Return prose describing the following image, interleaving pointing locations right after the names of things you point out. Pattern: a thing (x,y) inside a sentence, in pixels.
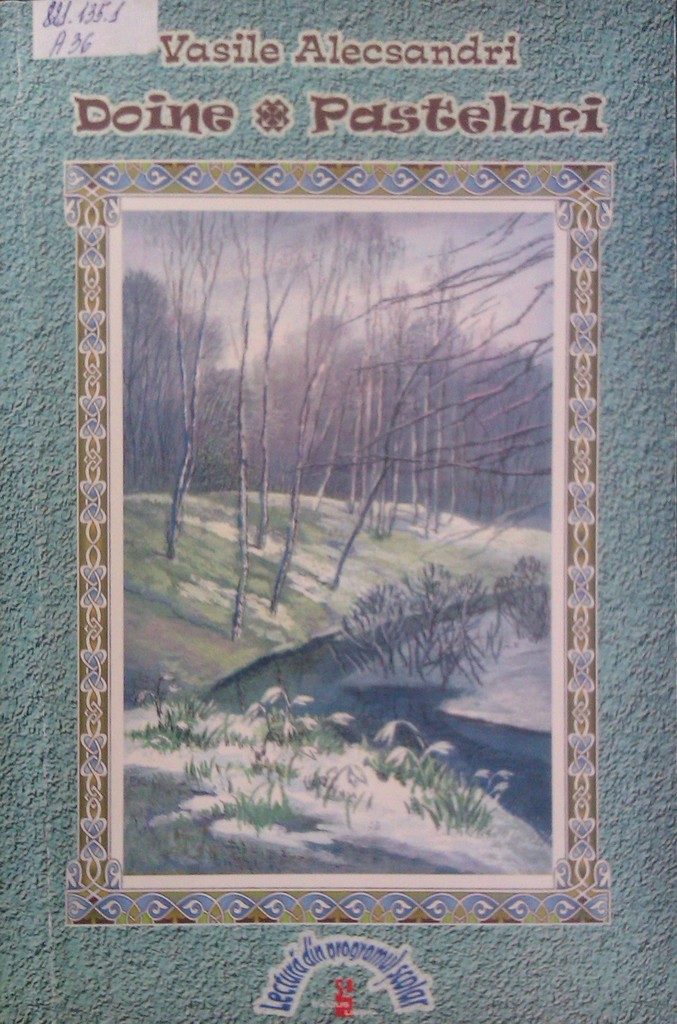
In the image we can see there are many trees (333,400). Here we can see snow (272,796), grass (270,768) and a sky (281,236).
